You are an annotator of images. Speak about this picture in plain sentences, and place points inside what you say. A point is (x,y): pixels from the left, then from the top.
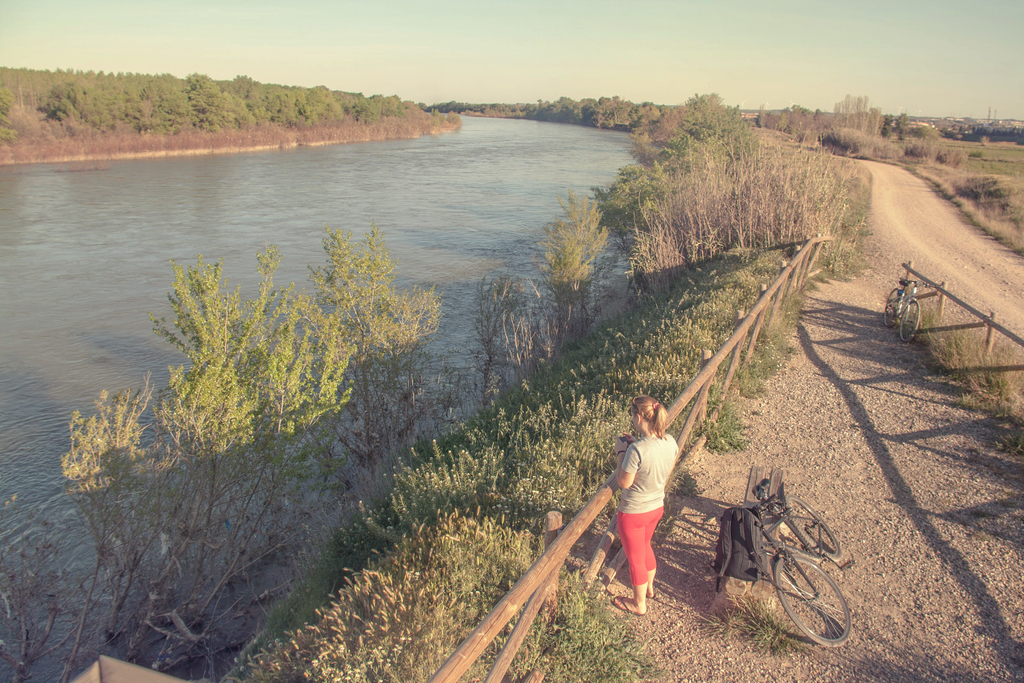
In this image we can see a woman (634,539) standing beside a wooden fence (613,521) and two bicycles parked aside. We can also see some plants (575,579), a pathway (858,461), a group of trees (884,135), buildings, a water body (420,178) and the sky (549,67) which looks clear.
